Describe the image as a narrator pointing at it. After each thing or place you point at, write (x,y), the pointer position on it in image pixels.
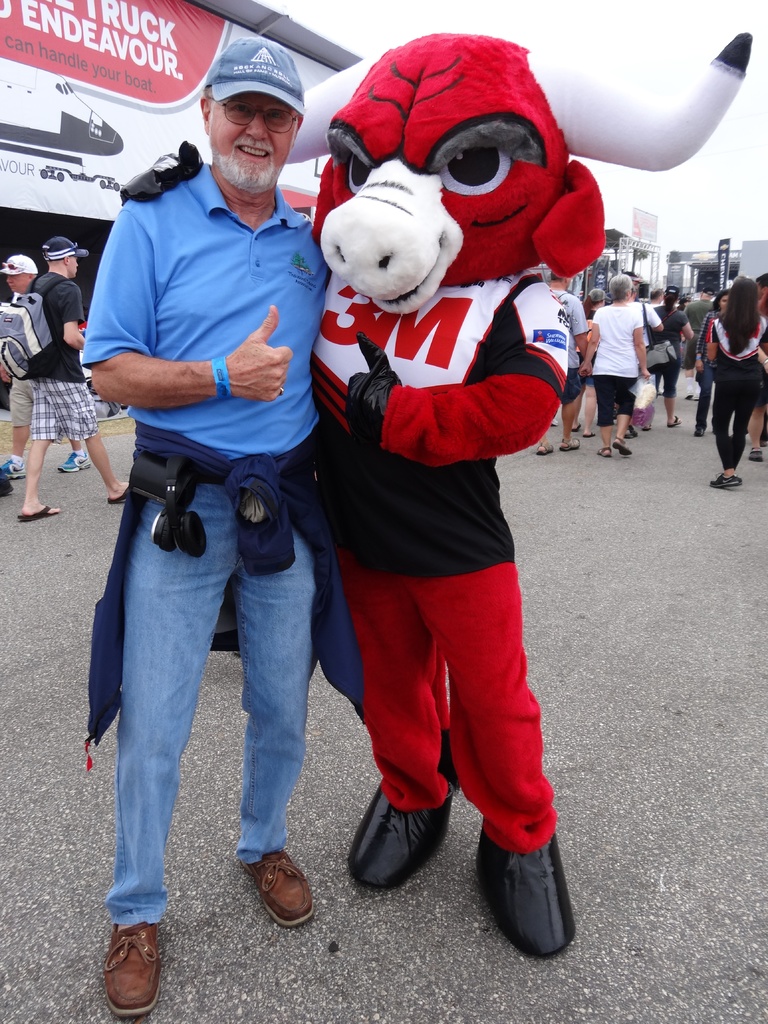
Here we can see a man (158,719) and a mascot (408,562) are standing on the road (321,910). In the background (617,305) there are few persons (99,437) walking on the road (728,490) and among them few are holding bags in their hands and there are banners (113,13), hoardings (636,230), poles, metal objects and sky (633,36).
